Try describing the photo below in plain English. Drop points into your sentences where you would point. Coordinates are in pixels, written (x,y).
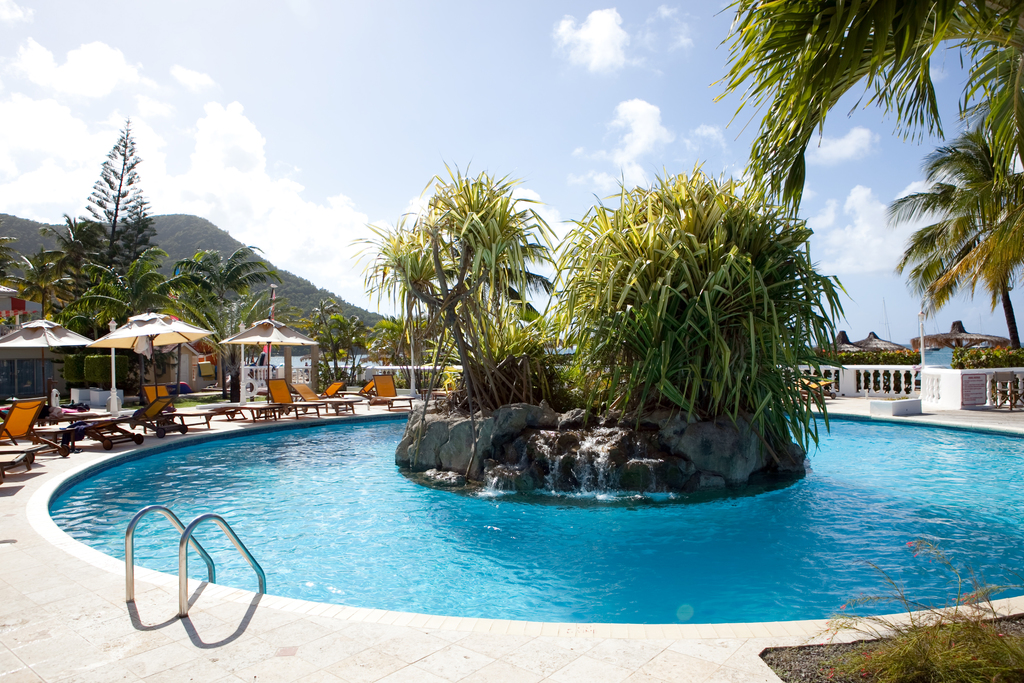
In this image, we can see some plants (563,286) in the middle of the swimming pool (896,450). There are some trees (253,307) on the left (99,295) and on the right side of the image (946,217). There are umbrellas (251,334) and chairs (180,411) on the left side of the image (31,420). In the background of the image (313,200), there is a sky (460,44).
